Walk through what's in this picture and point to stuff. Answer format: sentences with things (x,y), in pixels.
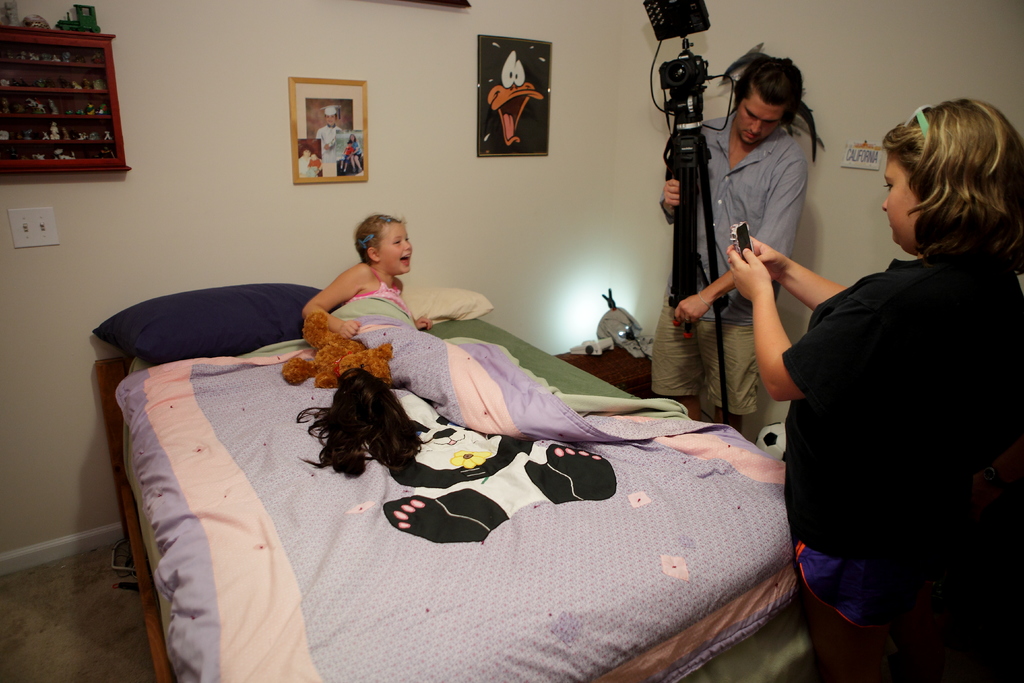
There are 3 people (716,351) in this room (600,324). A girl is on the bed (282,417). On the right (695,411) there is a man (764,222) holding tripod (693,202) and a woman (920,345) capturing photo in her mobile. In the background (263,170) there is a wall (238,226), switch board (24,241) and frames (342,157).
